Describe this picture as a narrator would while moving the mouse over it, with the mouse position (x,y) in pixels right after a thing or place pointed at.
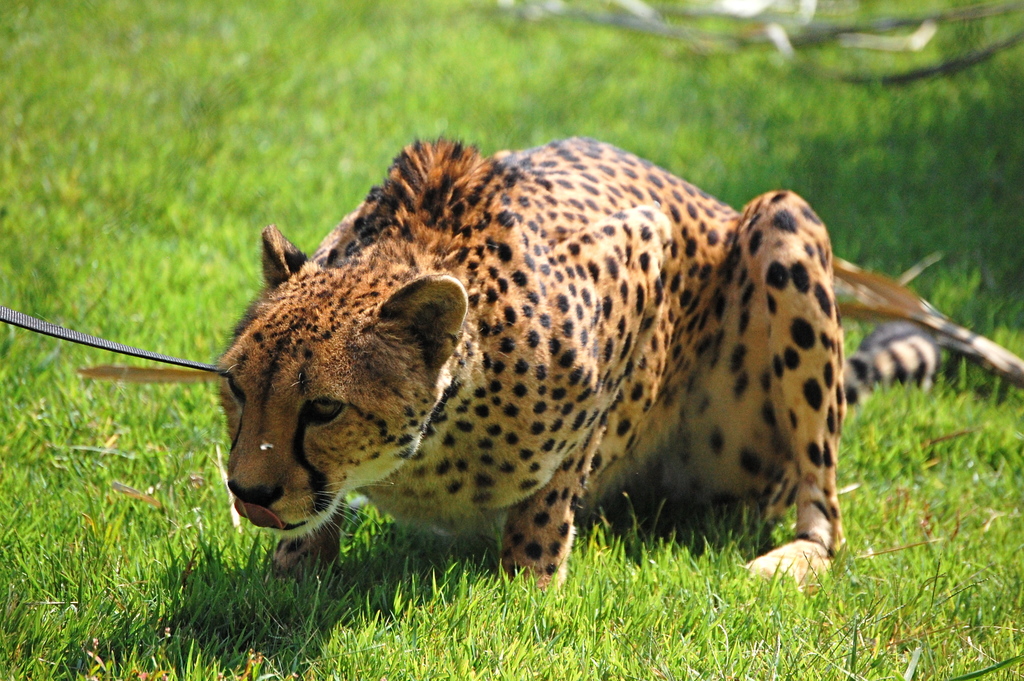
In the middle of this image (664,259), there is a cheetah (733,305) on the ground (746,605), on which there is grass (177,343). And the background (693,58) is blurred.
